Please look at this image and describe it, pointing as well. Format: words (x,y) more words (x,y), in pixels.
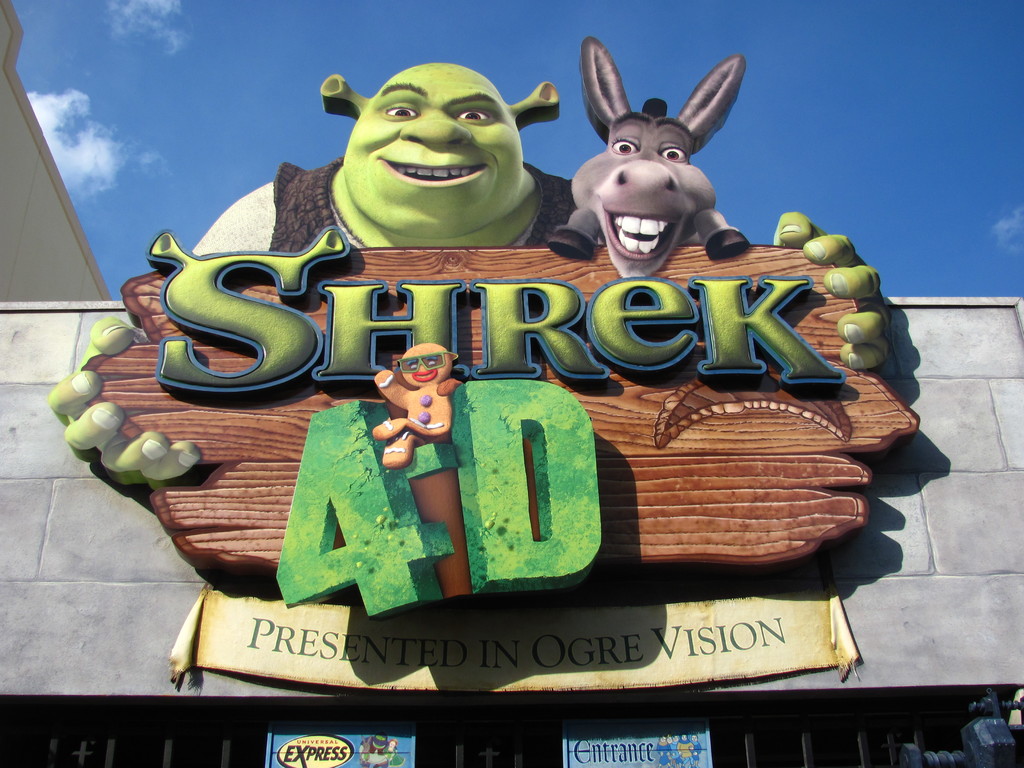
In this image two name boards (450,535) with some cartoon images (413,440) and text (399,323). These boards (513,548) are attached to a wall (981,565). At the bottom (86,749) there is a metal frame (165,757) and two posters (370,742) are attached to it. On the left side (34,205) there is a wall (38,227). At the top of the image (216,80) I can see the sky (174,90) and clouds (58,130).
